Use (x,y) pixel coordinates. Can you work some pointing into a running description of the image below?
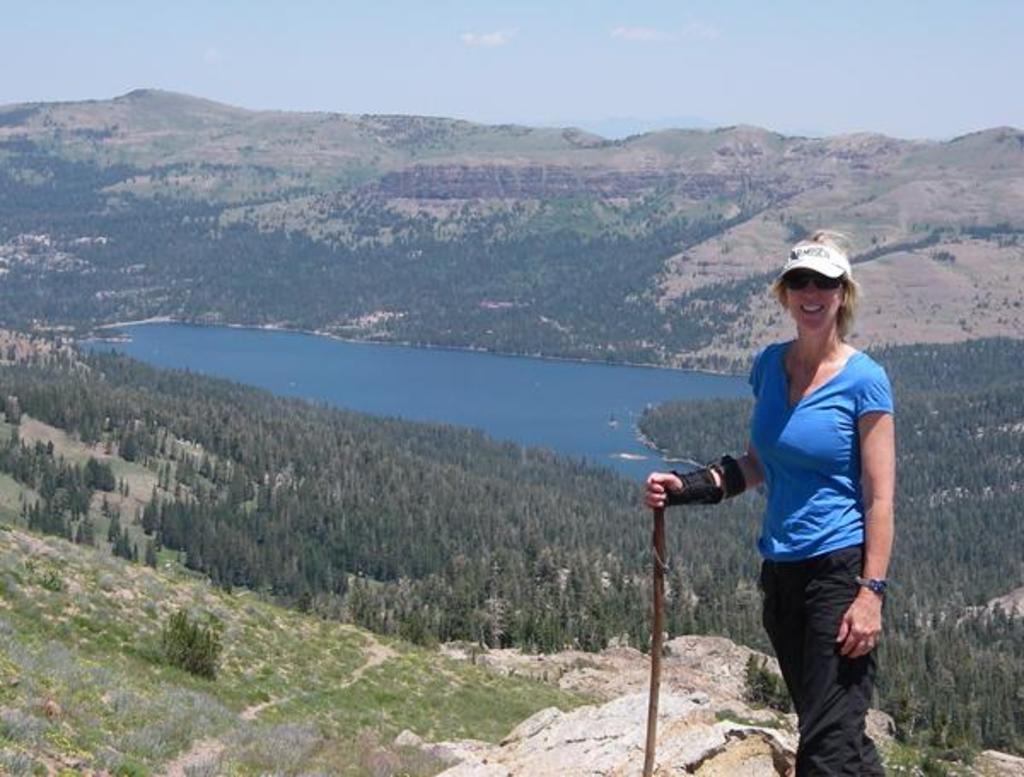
This image consists of a woman (772,550) wearing a blue T-shirt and holding a stick (659,562). At the bottom (348,709), there is green grass (347,674) on the ground (481,664). In the middle (403,418), there is water (557,399). In the background (490,232), it looks like a mountain (421,304). And we can see many plants (524,520) in this image.
